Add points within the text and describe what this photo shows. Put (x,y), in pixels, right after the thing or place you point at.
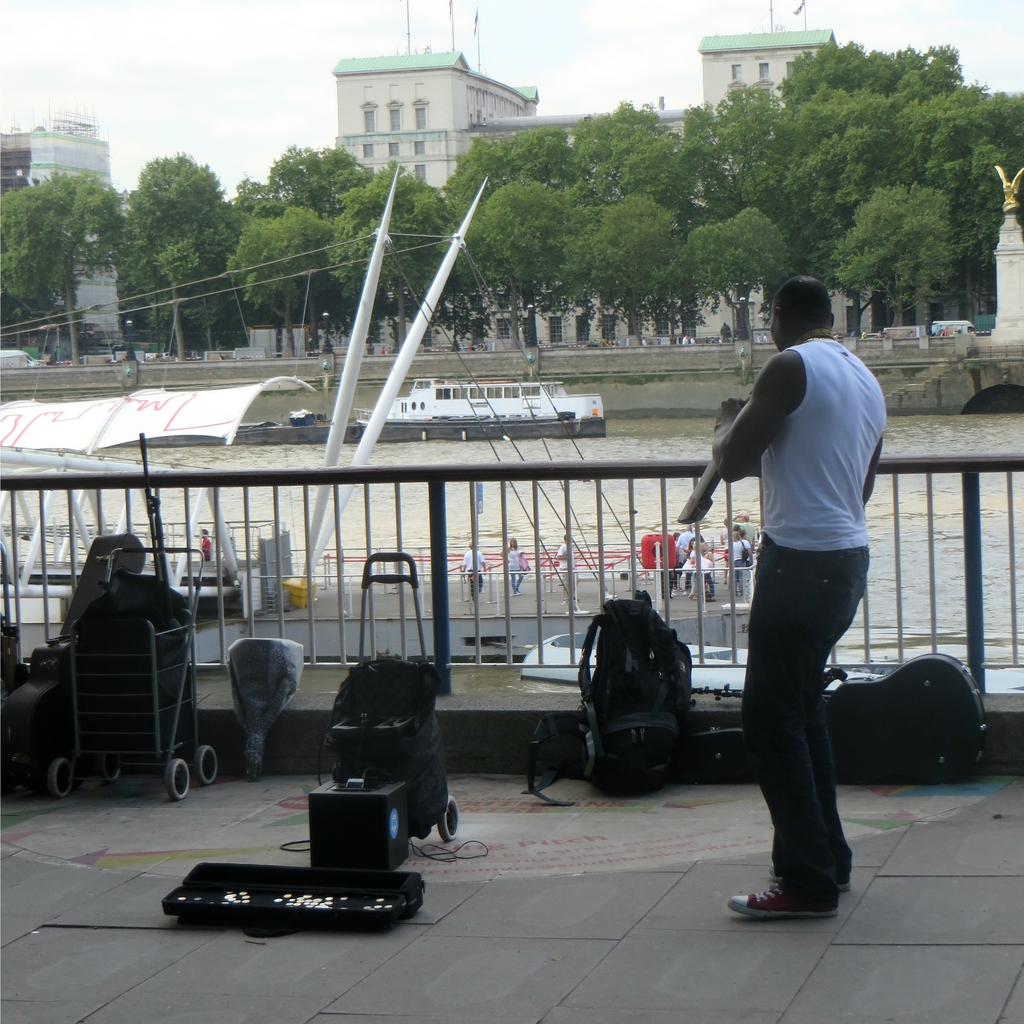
At the bottom of the image (746,906) on the floor (859,898) there is a man (823,536) standing. And also there are bags (129,688), strollers (156,709) and some other things (255,694). Behind them there is railing (981,604). Behind the railing (972,638) there are few people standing on wooden deck (426,581) with roof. And on the water (490,484) there is a ship (495,407). Above the water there is a bridge (991,375). Behind the water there are trees (72,338) and poles (405,366). Behind them there are buildings (553,126). At the top of the image (236,13) there is sky (740,4).
